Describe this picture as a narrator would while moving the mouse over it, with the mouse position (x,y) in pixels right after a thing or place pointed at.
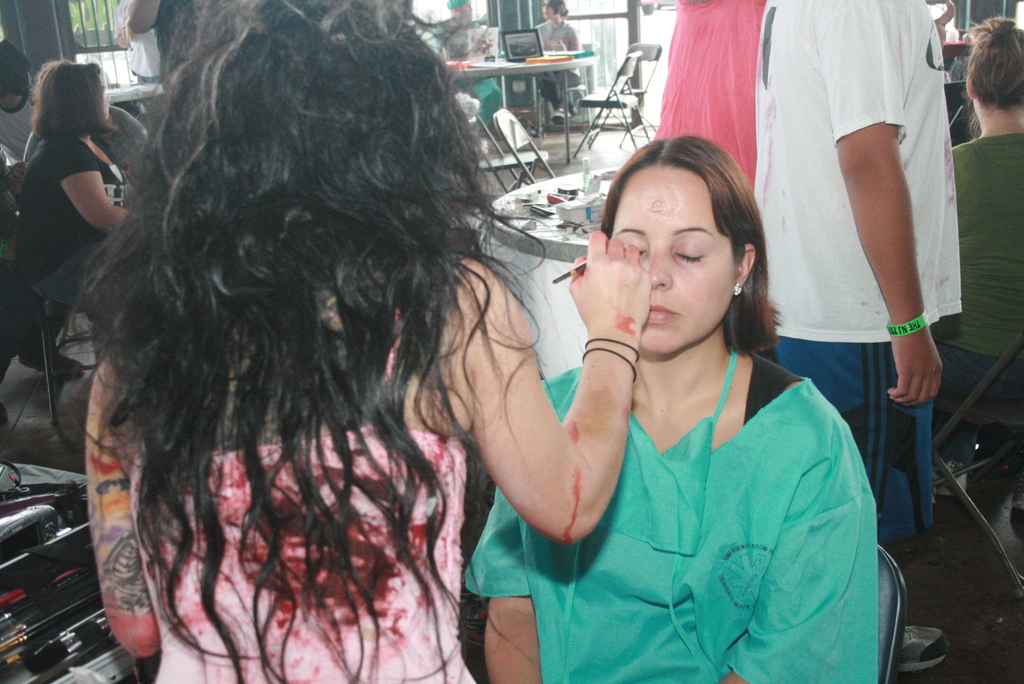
This picture is clicked inside the hall (517,24). On the left (246,220) we can see a person (362,332) holding some object (571,275) and standing. On the right (763,308) we can see another person (703,516) sitting on the chair (899,604). In the background (724,116) we can see the group of people (461,12) sitting on the chairs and we can see there are some objects (520,55) placed on top of the tables (536,265) and we can see the group of people (934,48) seems to be standing. In the background (640,48) we can see the chairs (507,124), window (88,18) and many other objects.
